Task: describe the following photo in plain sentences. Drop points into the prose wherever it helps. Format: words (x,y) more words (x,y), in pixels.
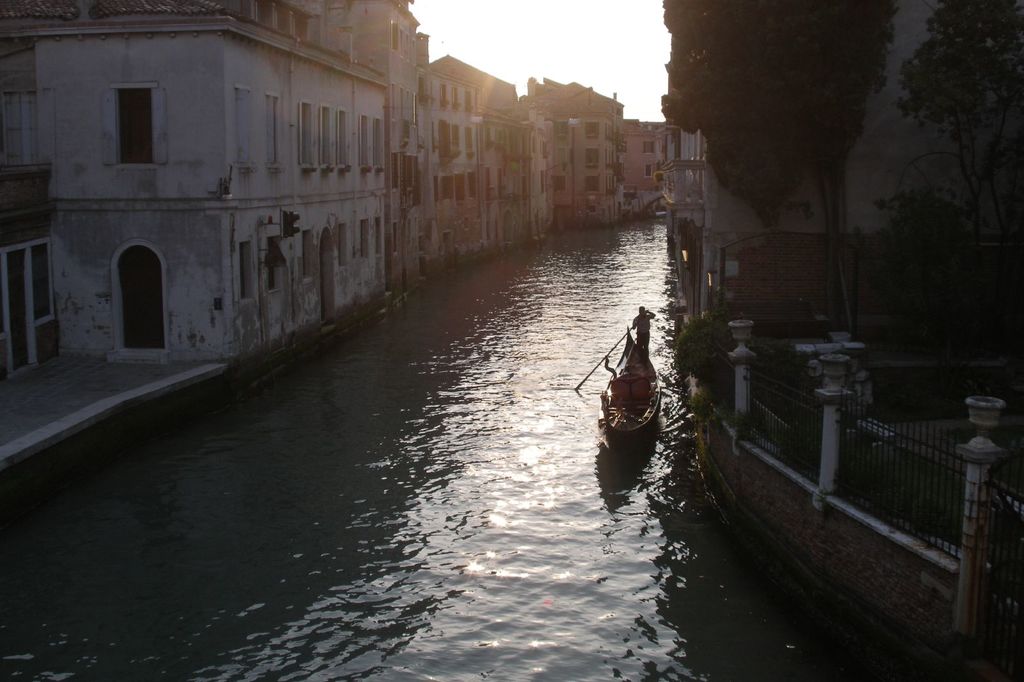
In this picture we can see a boat (637,428) on the water (539,445), beside the boat (630,378) we can find few buildings (422,259) and fence (888,465), we can see a person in the boat (619,388).
